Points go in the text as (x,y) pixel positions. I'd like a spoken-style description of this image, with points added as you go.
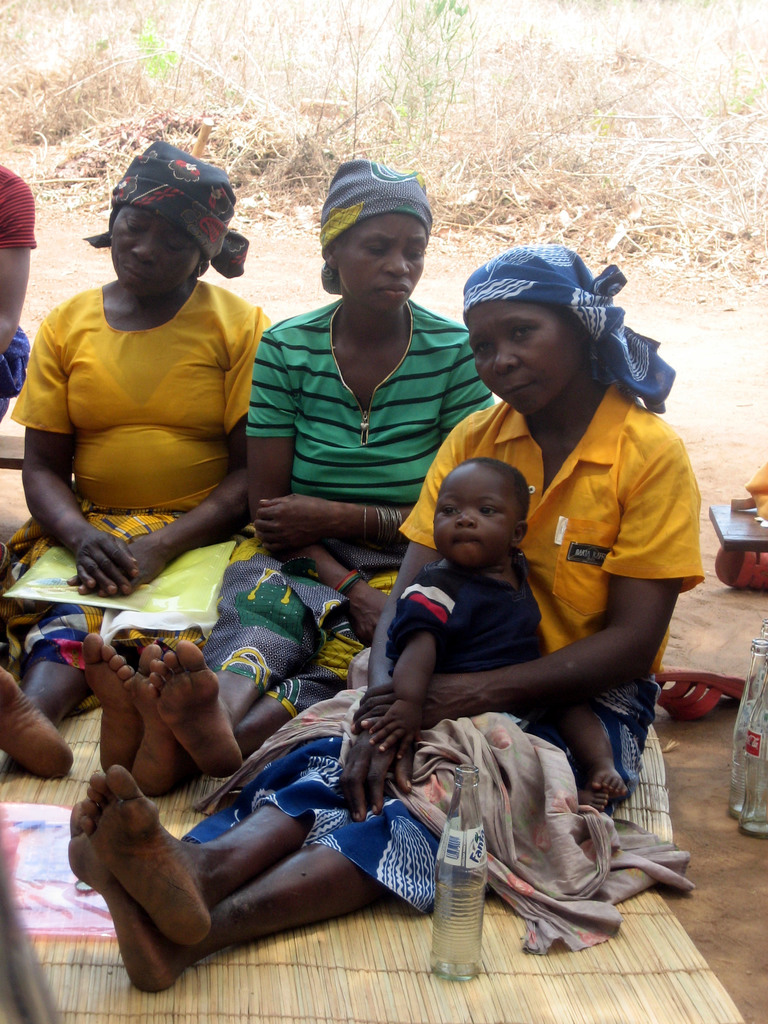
In this image three persons (289,716) are sitting on the mat (432,960) which is on the land (708,919). There is a woman (619,610) wearing a yellow shirt (606,506) is having a baby (453,611) on her lap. Left side (111,433) there is a woman (98,439) wearing a yellow shirt (119,399) is having a file (148,603) on her lap (95,615), beside there is a person (7,293). Right side (764,791) there are slippers (704,692) and bottles (734,792) on the land (706,856). A bottle (475,958) is on the mat (409,928). Top of image (718,237) there are few plants (743,236) on the land (750,330).
